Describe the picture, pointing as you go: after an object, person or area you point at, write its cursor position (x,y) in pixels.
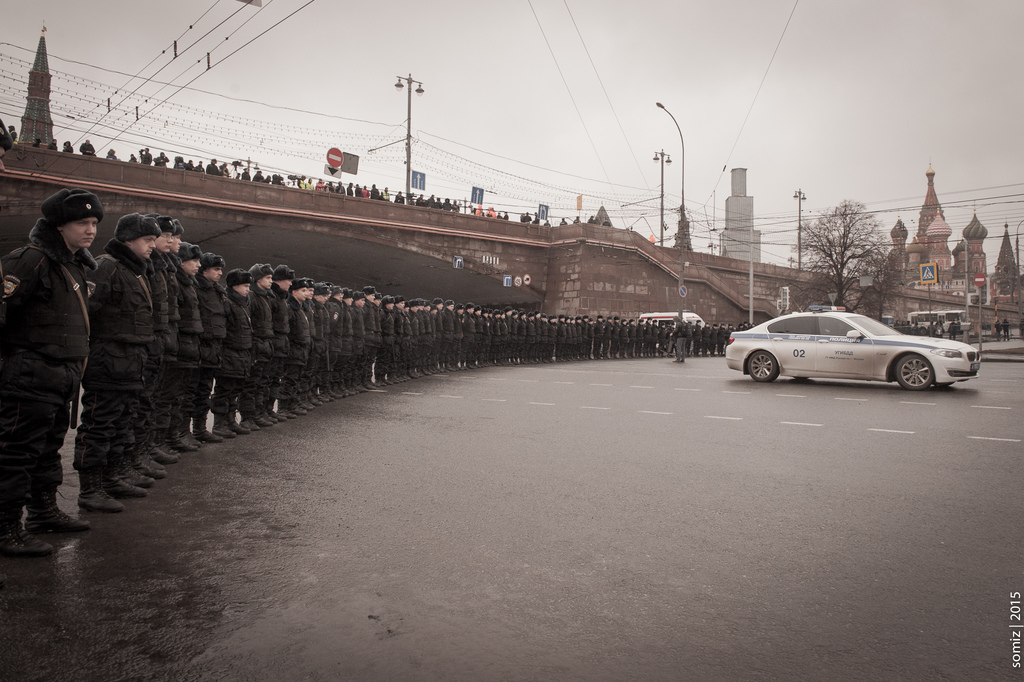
In this image we can see these people (152,322) wearing black dresses (206,316), caps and shoes (15,548) are standing in the line on the road (2,559). Here we can see vehicles (936,313) moving on the road (462,376), we can see a bridge (444,273) on which people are standing, we can see light poles (683,200), boards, wires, buildings (738,232), caution boards (473,203) and the sky (647,22) in the background (776,39).
